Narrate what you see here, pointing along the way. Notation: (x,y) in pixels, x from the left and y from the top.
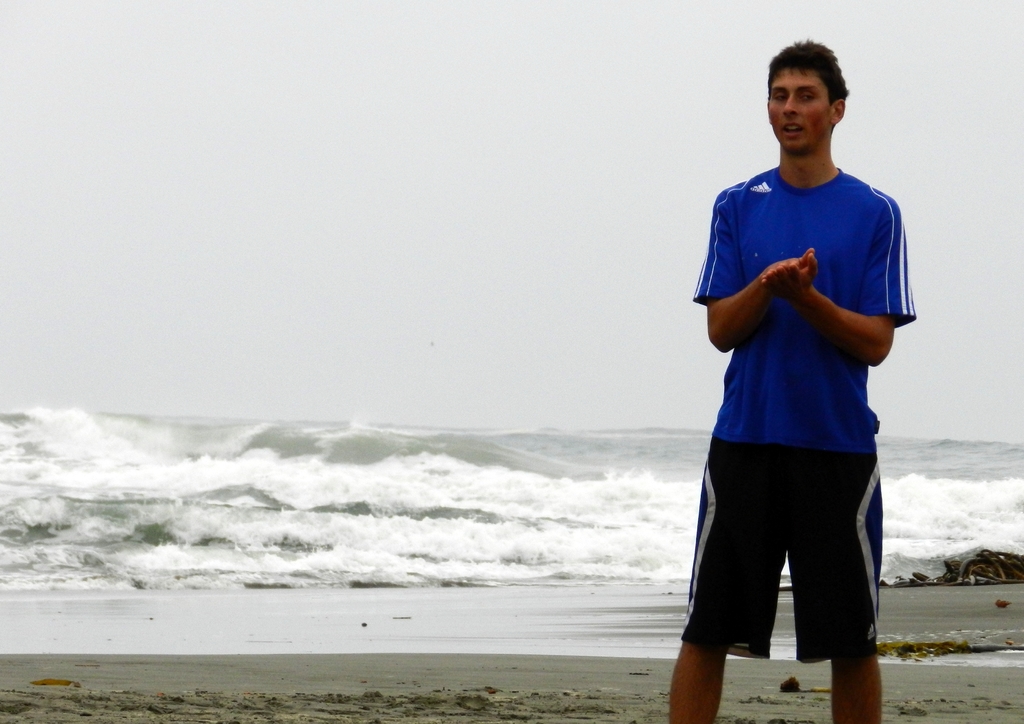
On the right (786,289) a man (774,295) is standing and there is an object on the sand (789,660). In the background (294,575) we can see sand (82,712), water (585,477) and the sky (1023,300).
